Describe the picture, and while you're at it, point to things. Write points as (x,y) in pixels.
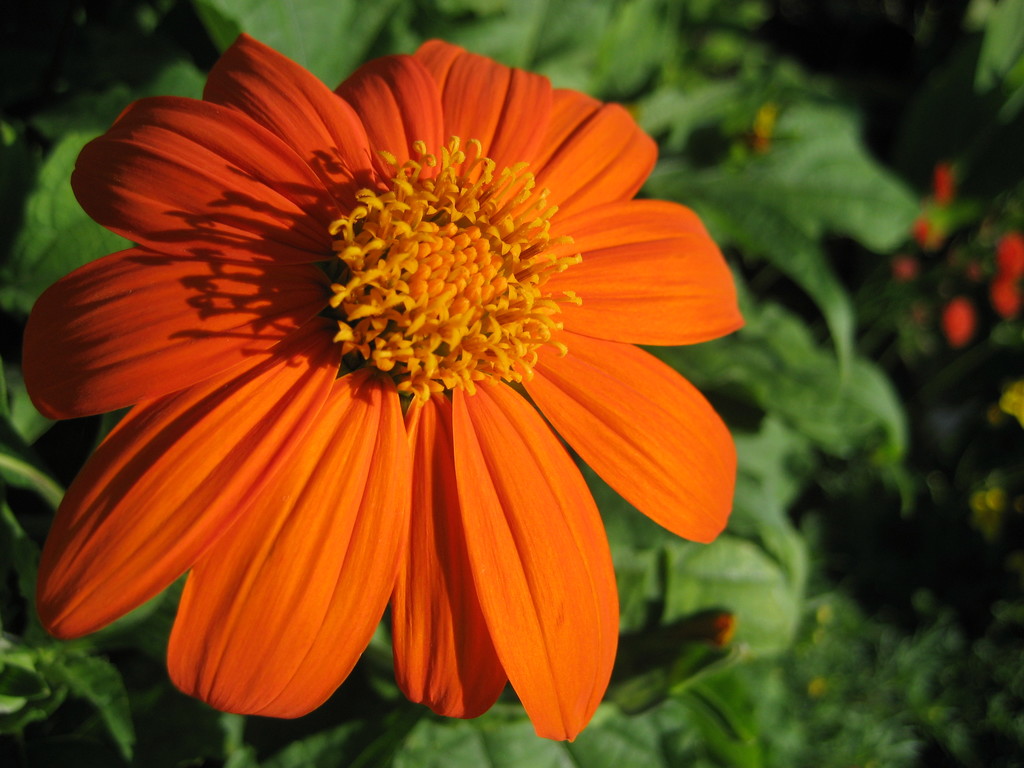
It is a flower (487,479) in orange color, there are green color leaves (790,412) in the back side of this image (820,358).
